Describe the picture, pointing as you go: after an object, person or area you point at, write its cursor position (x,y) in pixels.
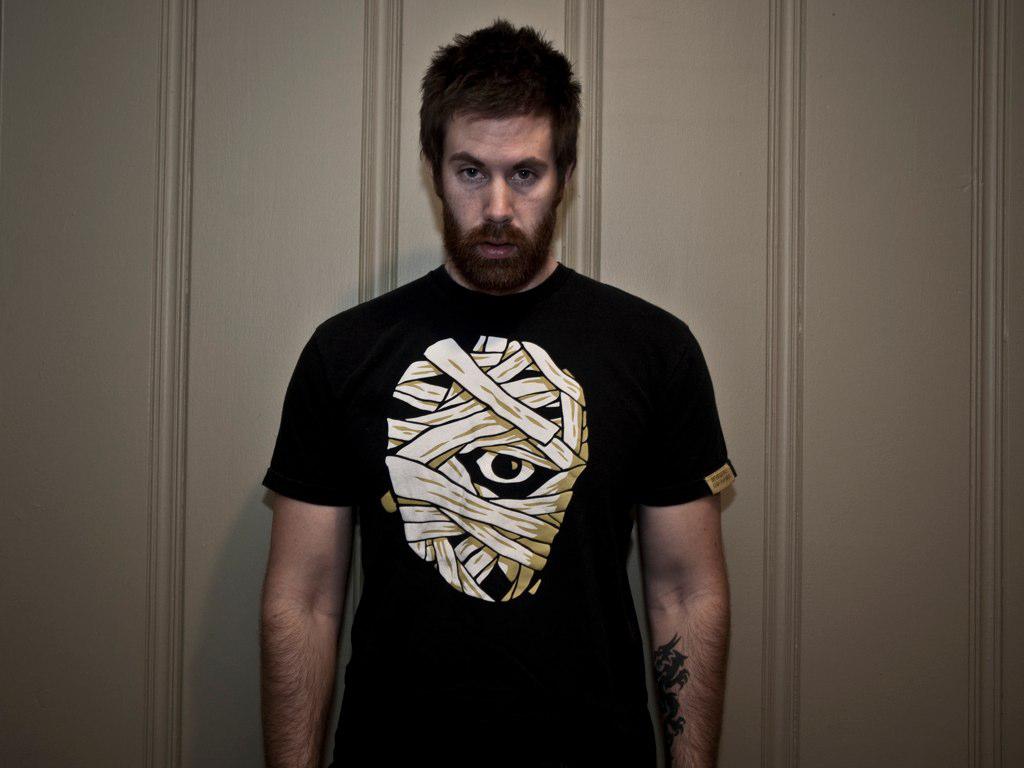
In the center of the image (494,449) we can see a man (533,494) standing. He is wearing a black dress (524,467). In the background (743,289) we can see a wall (141,424).
